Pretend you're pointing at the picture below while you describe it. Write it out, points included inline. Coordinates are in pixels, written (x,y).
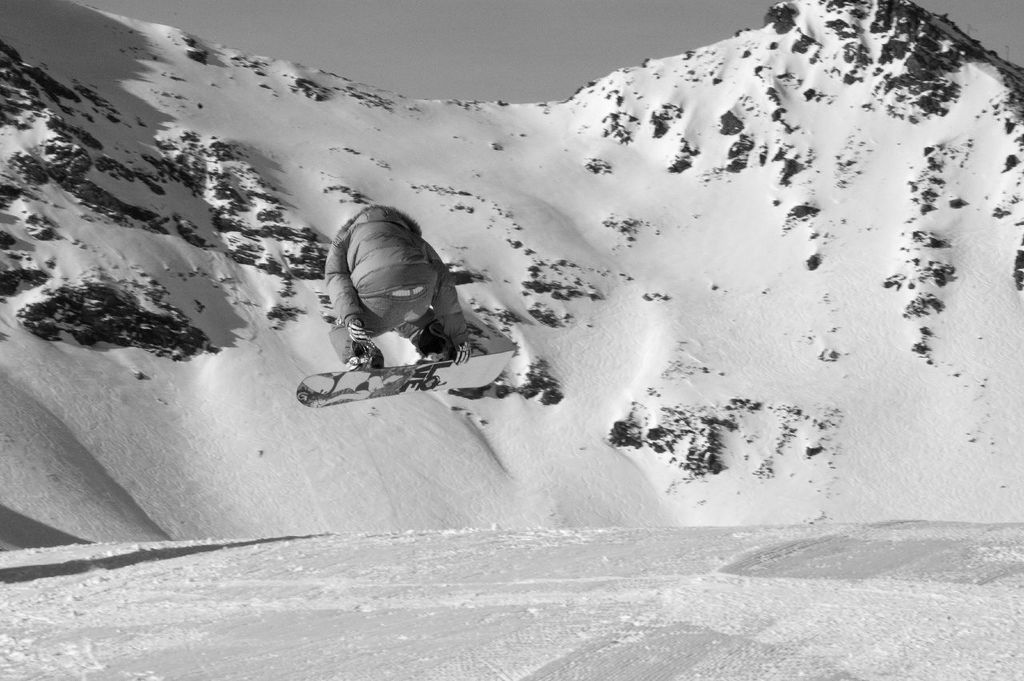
In the center of the image (389,291) there is a person (365,321) jumping with ski board (426,370). In the background (556,168) there is a mountain (225,221), snow (587,265) and sky (427,44).
